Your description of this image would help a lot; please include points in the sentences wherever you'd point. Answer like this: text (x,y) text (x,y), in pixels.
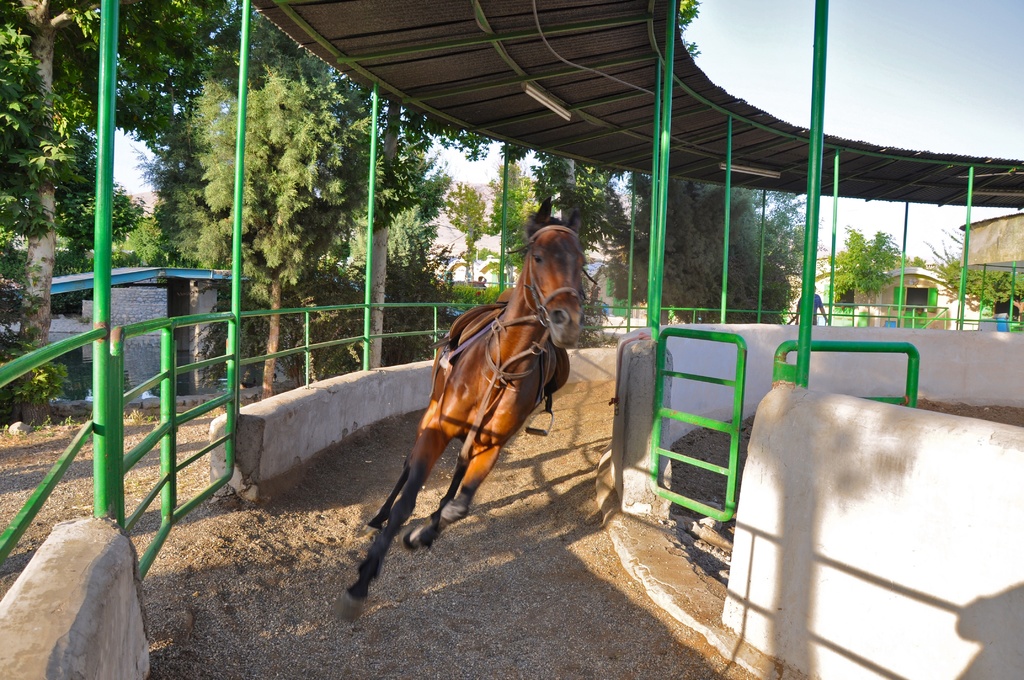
In this picture there is a brown color horse (465,386) who is running on the ground (419,629). Besides him we can see gate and fencing (796,368). On the top (645,62) there is a shed (577,99). In the back (853,258) we can see buildings (993,254), trees (533,202), plants (314,335) and grass (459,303). On the top right (893,54) there is a sky (995,66).
